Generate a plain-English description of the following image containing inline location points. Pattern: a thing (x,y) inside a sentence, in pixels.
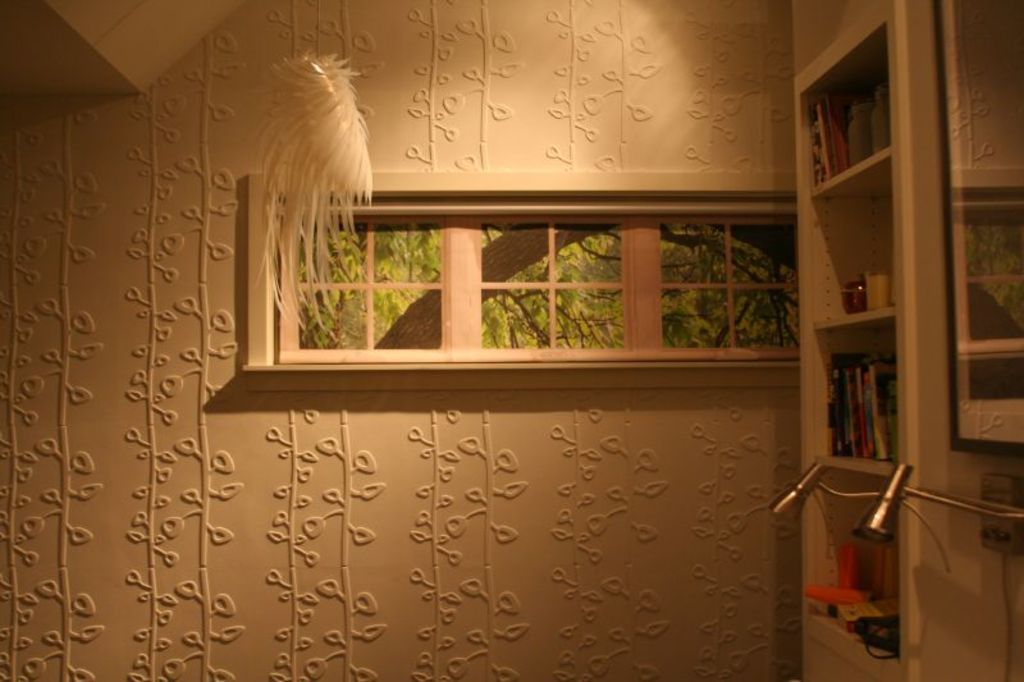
In this image there is a wall (154,467). There is a design (347,560) on the wall (266,471). In the middle (467,288) there is a window (599,294). On the right side (826,198) there are shelves (854,347) in which there are books (843,424) and some playing toys (858,592).
